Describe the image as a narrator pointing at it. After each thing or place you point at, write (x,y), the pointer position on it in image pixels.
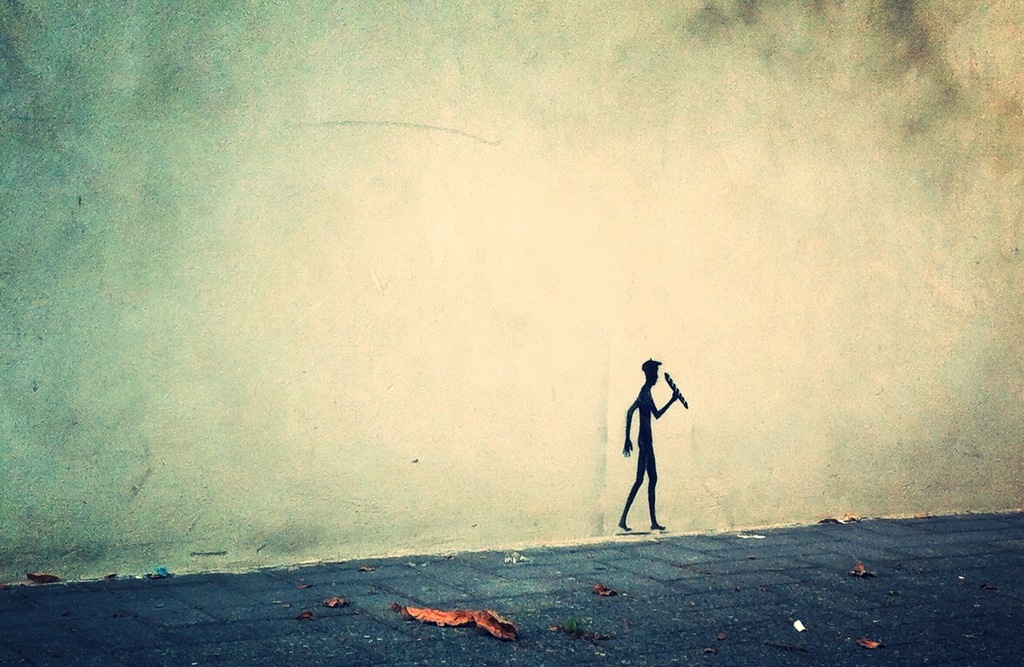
In this image we can see the painting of a person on a wall (608,481). On the bottom of the image (595,621) we can see some dried leaves (437,622) on the ground (671,625).
